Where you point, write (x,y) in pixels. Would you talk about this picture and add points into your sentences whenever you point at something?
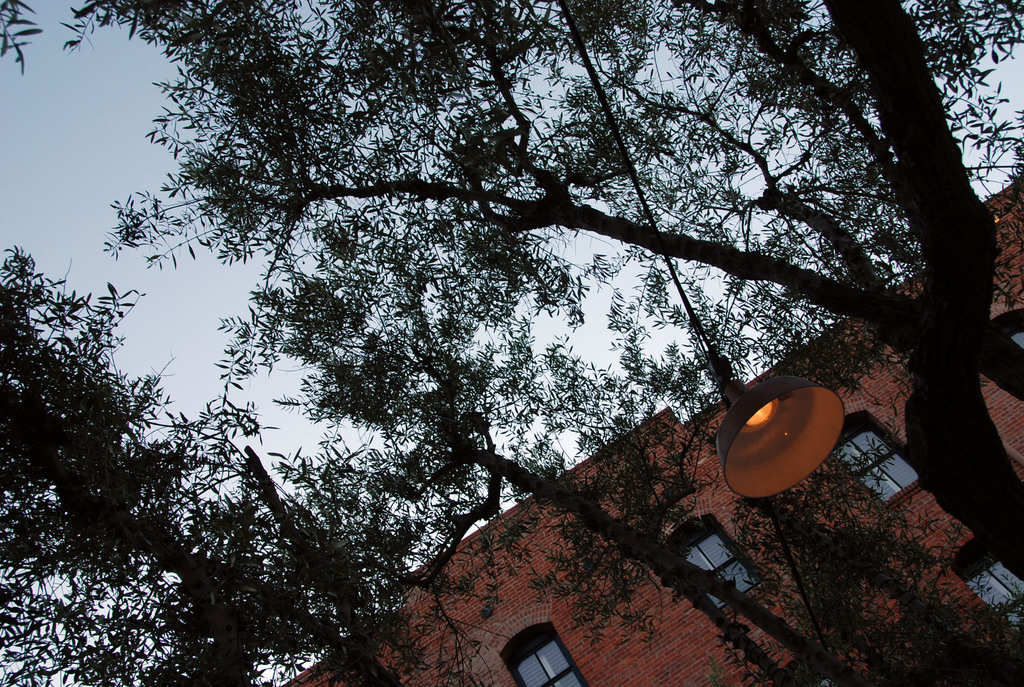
There are trees (478,297) in the foreground area (519,254), there is a lamp (742,413) and a rope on the right side (812,412). There is a building (567,517) and sky (568,415) in the background area (559,432).
